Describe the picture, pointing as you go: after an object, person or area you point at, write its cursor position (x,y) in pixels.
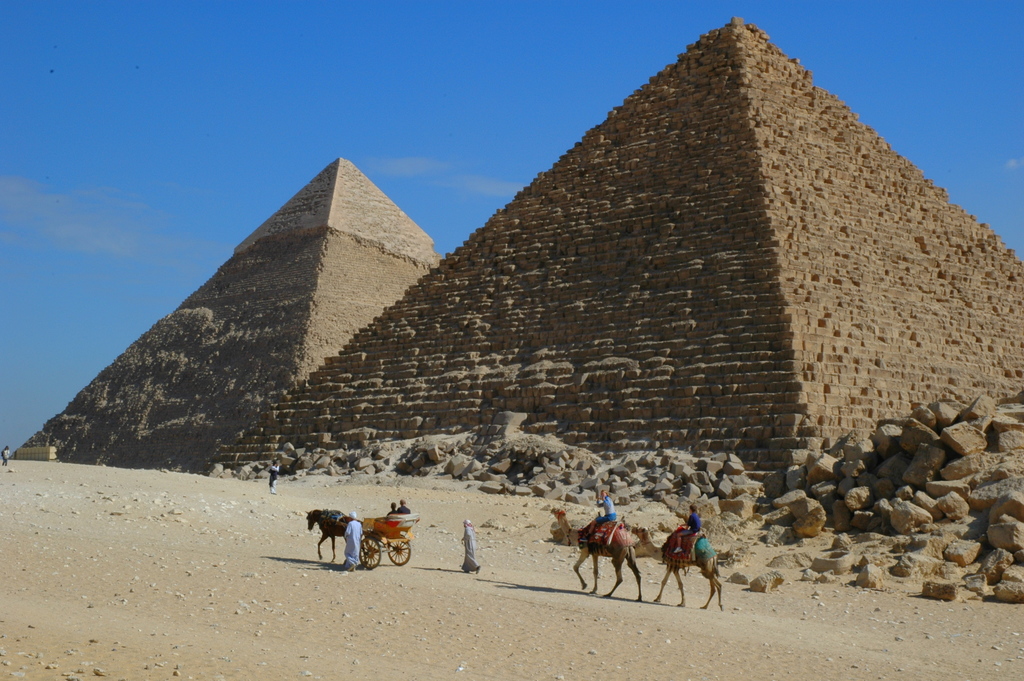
In the foreground (539,537) I can see two persons (607,502) are sitting on camels (643,543), two persons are sitting on a horse cart (399,526) and four persons (271,491) are walking on the ground (428,599). In the background (694,351) I can see two pyramids (583,298) and the sky (504,114). This image is taken may be during a day.
